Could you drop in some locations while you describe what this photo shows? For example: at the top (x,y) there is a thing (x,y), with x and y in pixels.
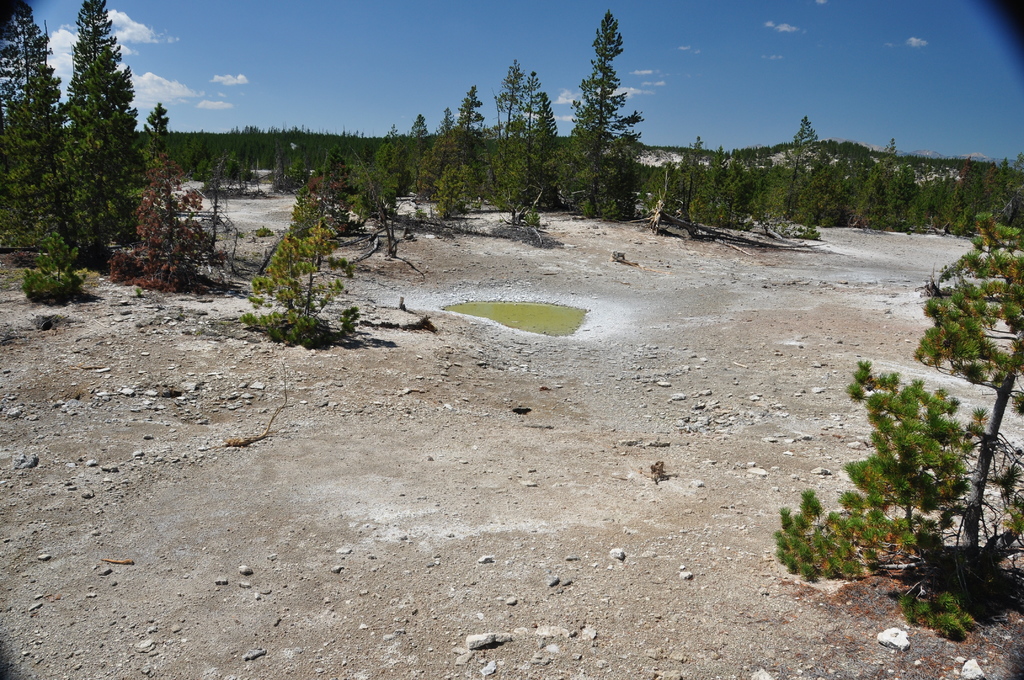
In the middle of the image (505,311) I can see water (485,309). In the background (172,208), I can see groups of trees (417,178). There are clouds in the sky (317,42).
